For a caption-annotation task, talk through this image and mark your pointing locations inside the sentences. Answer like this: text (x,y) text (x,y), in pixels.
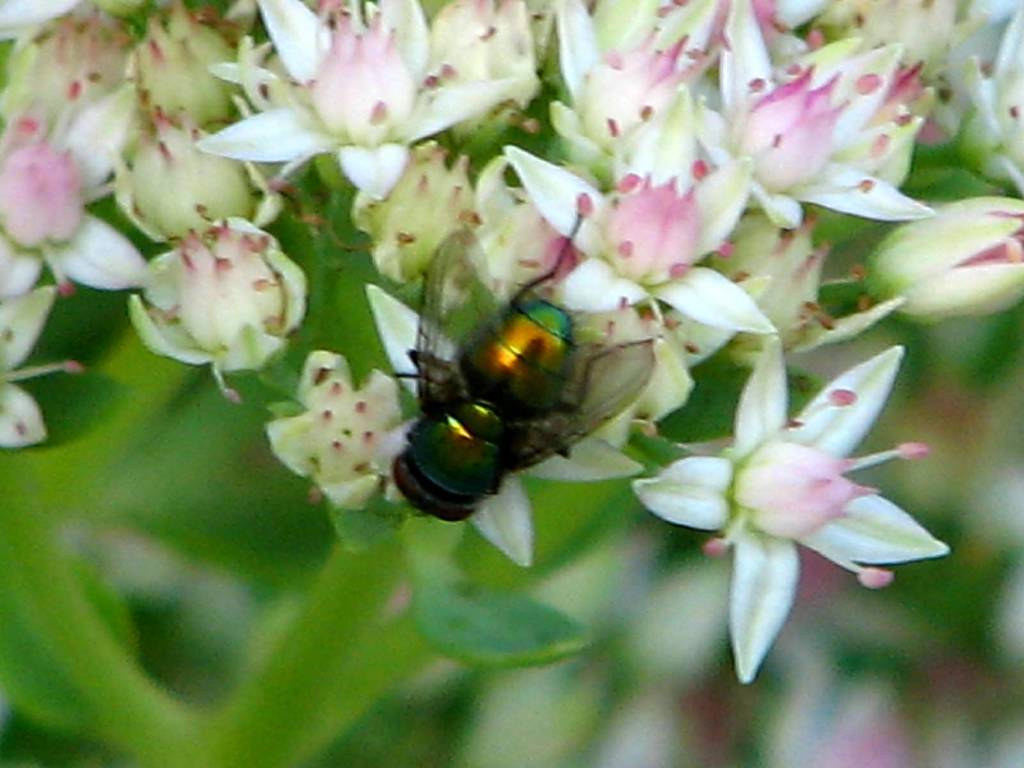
In the center of the image (527,299) we can see an insect (518,424) on the flower (556,475). We can also see a bunch of flowers (691,381) to a plant (427,585).
